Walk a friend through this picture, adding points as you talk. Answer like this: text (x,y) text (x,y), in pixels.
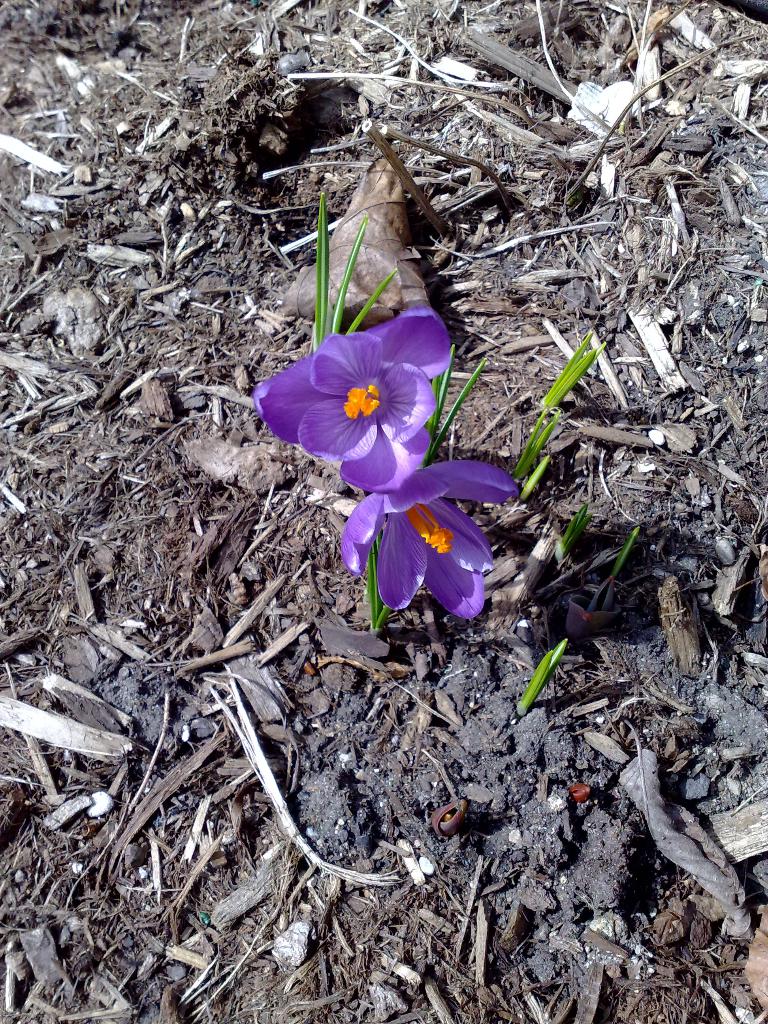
In the image we can see two flowers (303,441), purple and pale orange in colour. There are leaves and pieces of wood (183,462).
